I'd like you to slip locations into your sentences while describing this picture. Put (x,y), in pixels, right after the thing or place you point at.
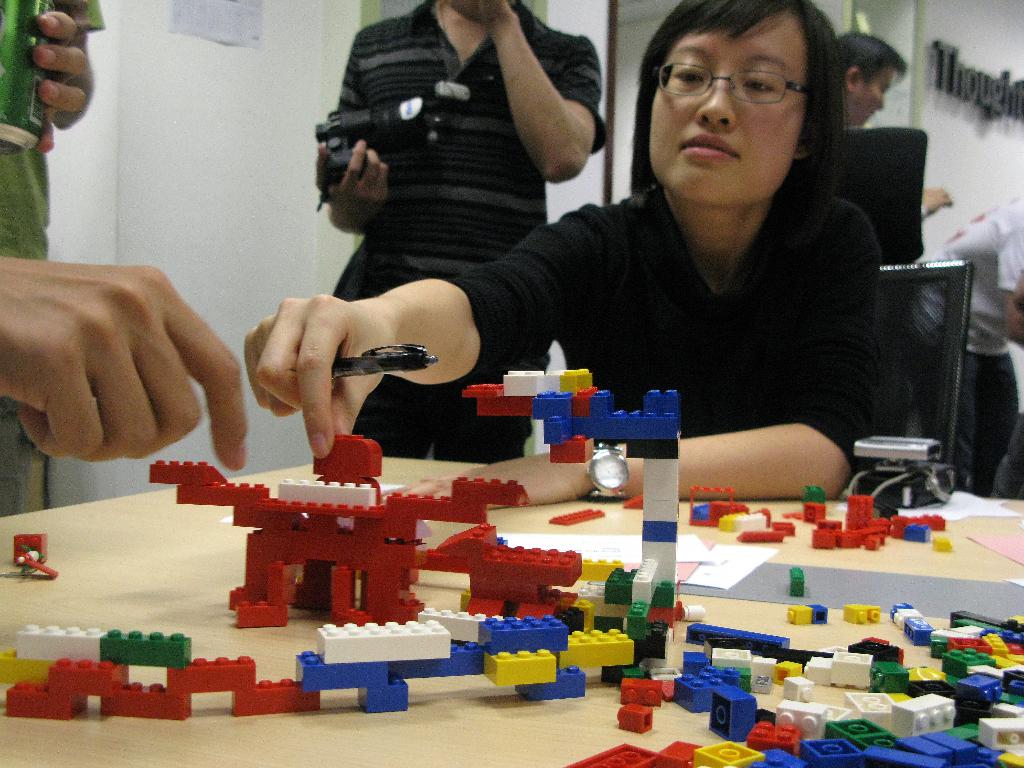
In this image we can see few people (486,97) and they are holding some objects (360,120) in their hands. There are Lego objects (687,666) on the table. A lady (516,354) is sitting on the chair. There is some text (964,100) on the wall (954,115) at the right side of the image (974,106). There is a poster (222,34) on the wall (225,14) at the top left side of the image (228,24).
